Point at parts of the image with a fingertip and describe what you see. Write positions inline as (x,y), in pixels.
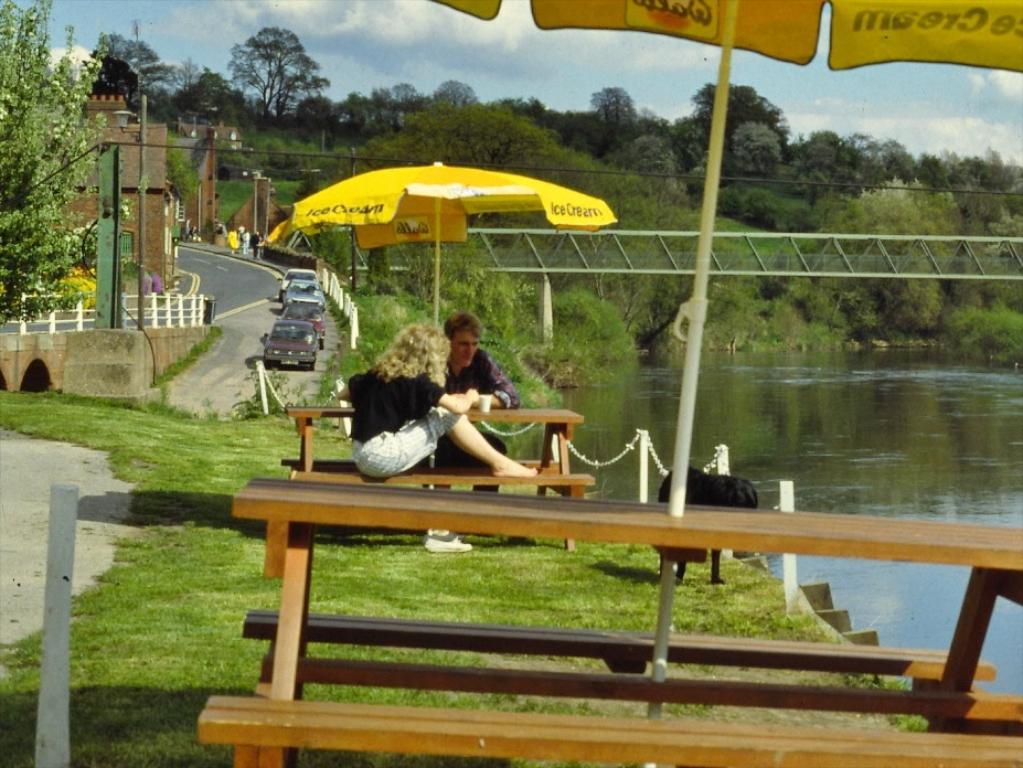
In this image I can see few benches (393,743) which are brown in color and a man (453,447) and a woman (451,394) sitting on benches (418,469). I can see a black colored object (731,487), few white colored poles (793,600), the road (230,332), few vehicles (272,344) on the road (269,314), few yellow colored umbrellas (409,231), the water (738,364), a bridge (893,268), a building (151,214) and few trees (2,222). In the background (499,17) I can see the sky (413,51).
